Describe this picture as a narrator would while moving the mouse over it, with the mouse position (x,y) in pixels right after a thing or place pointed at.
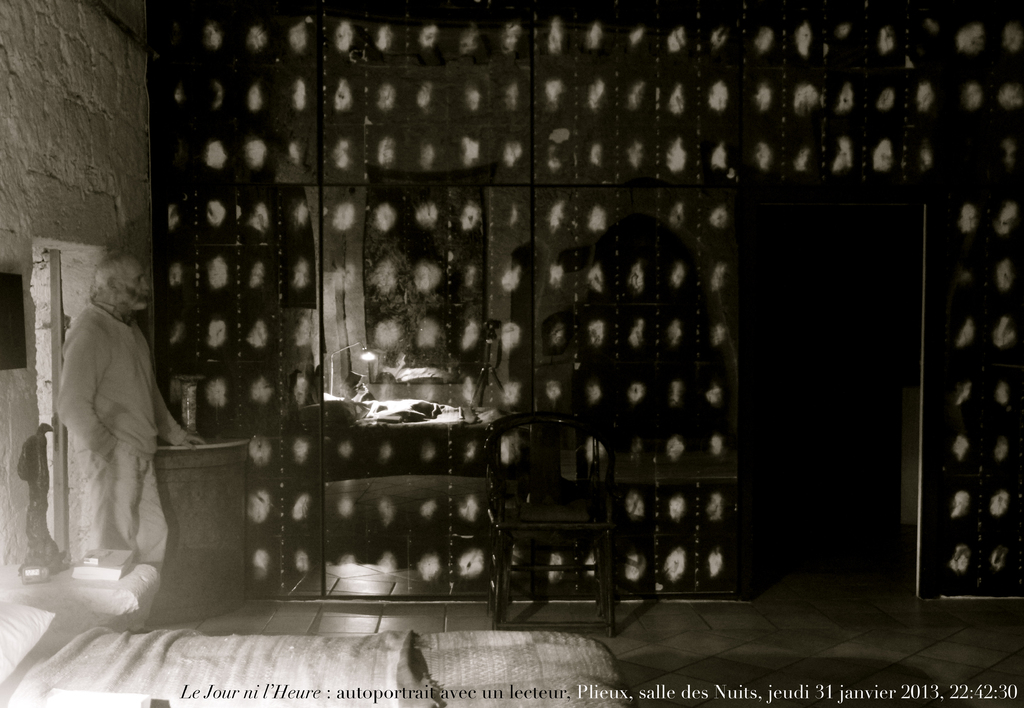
The image is taken in the room (546,415). On the left side of the image (97,411) we can see a man (90,476) standing. At the bottom (134,671) there is a bed (125,653) and we can see a stand (72,582). There is a book (80,567) and a decor (48,478) placed on the stand (56,573). In the center (604,472) there is a chair (613,586). On the right (914,467) there is a door (748,464). In the background (275,113) we can see a wall (184,124).
